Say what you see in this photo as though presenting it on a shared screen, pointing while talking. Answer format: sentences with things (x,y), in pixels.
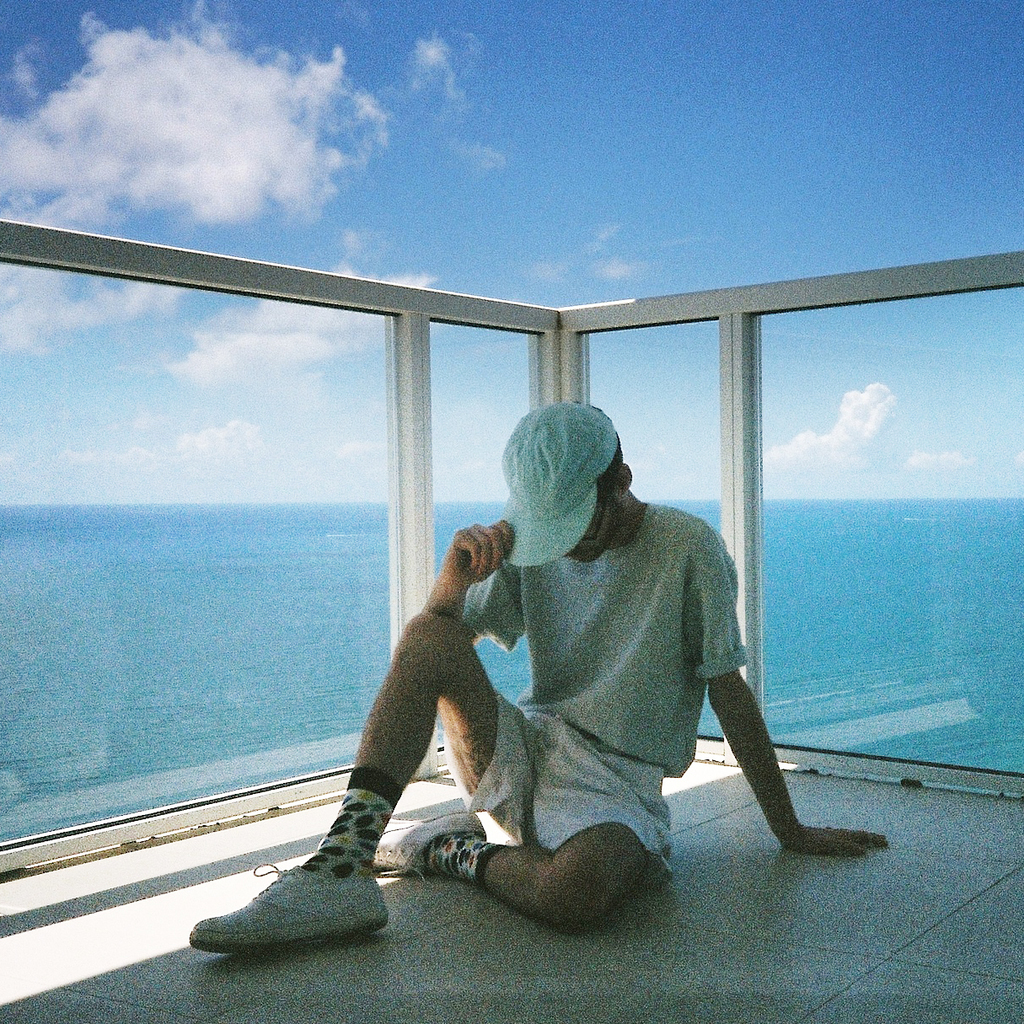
In the image there is a man (590,642) with cap (582,526) and shoes (393,830) is sitting on the floor (390,921). Behind him there is a glass railing (931,642). Behind the railing (336,526) there is water (364,516). At the top of the image (289,240) there is a sky (888,109) with clouds (145,147).
